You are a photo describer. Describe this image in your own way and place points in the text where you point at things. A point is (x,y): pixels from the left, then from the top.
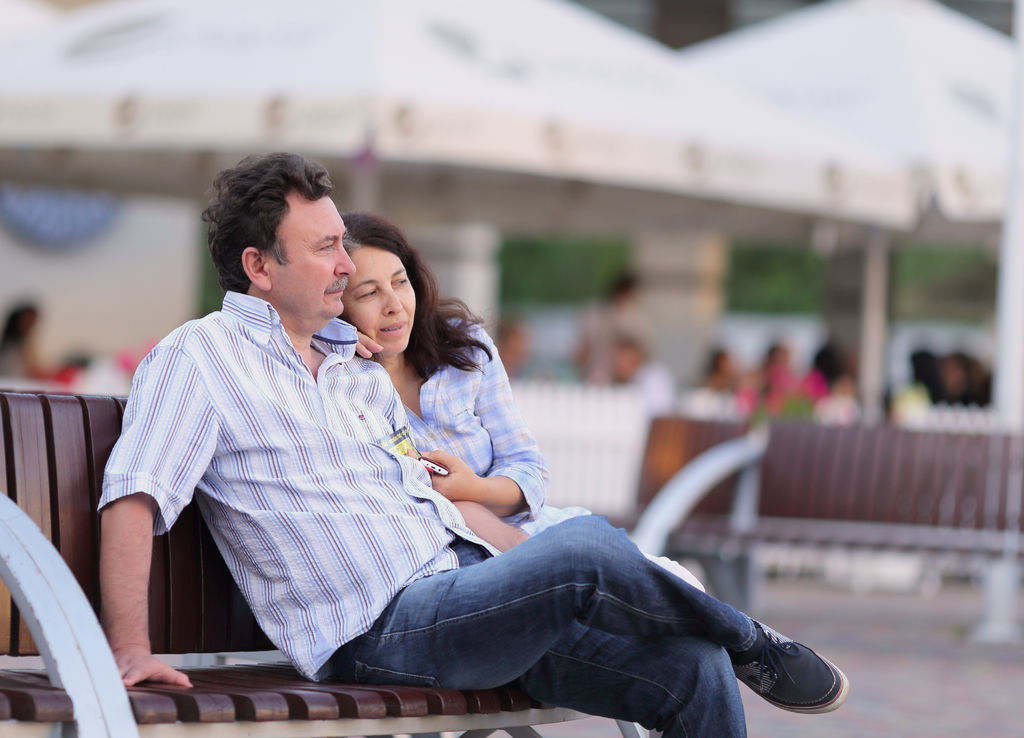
In this image we can see a couple (365,400) sitting on a wooden object (52,712) and we can also see a blurred background (881,519).
